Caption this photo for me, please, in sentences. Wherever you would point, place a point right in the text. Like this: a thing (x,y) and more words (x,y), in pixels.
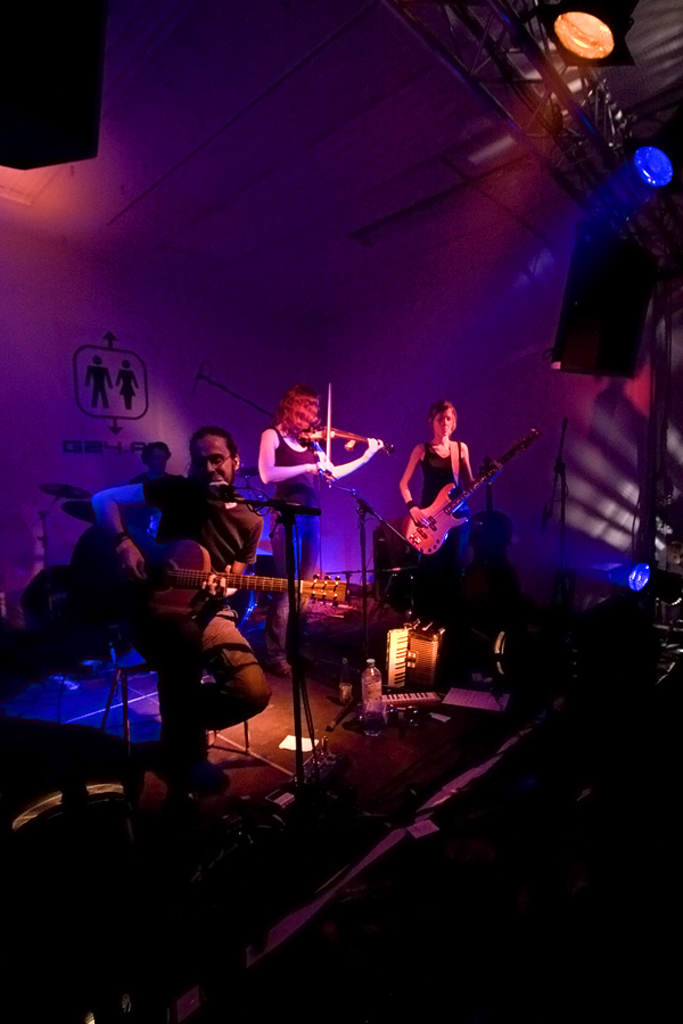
The picture is taken on the stage (465,749) where people (290,401) are performing, coming to the left corner of the picture (220,581) one person (188,691) is sitting and playing a guitar (181,555) in front of the microphone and to the right corner of the picture (467,461) one woman (415,514) is standing and playing the guitar (464,498) and behind her there is a one woman (288,448) playing the violin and behind her there is one person (149,459) is sitting and playing the drums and behind them there is a pink poster (183,398) present and in front of them there are speakers (524,686) and on the floor (391,741) there is one bottle (381,702) and keyboard (408,699).
